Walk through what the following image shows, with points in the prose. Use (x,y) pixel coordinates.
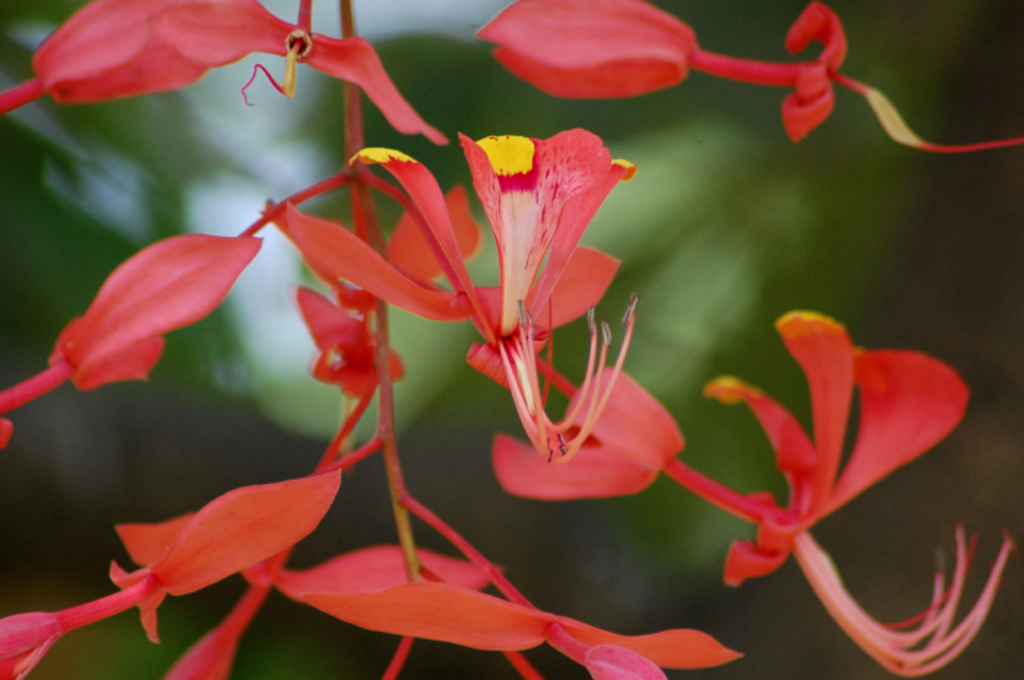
In this image we can see a plant (385,325) with flowers (333,372). In the background (106,135) the image is blur but we can see objects (24,289).
